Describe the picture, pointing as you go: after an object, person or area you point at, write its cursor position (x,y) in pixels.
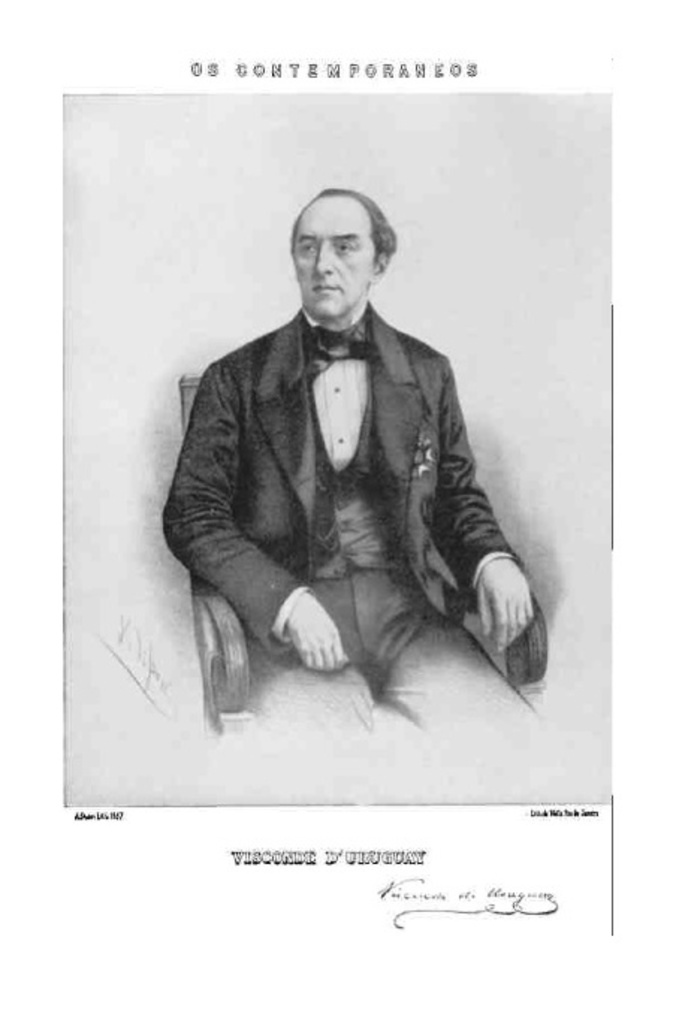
In this picture I can observe a sketch (379,494) of the person (316,376) in the middle of the picture (311,441). I can observe text (385,858) in the top (254,71) and bottom of the picture (334,850).
